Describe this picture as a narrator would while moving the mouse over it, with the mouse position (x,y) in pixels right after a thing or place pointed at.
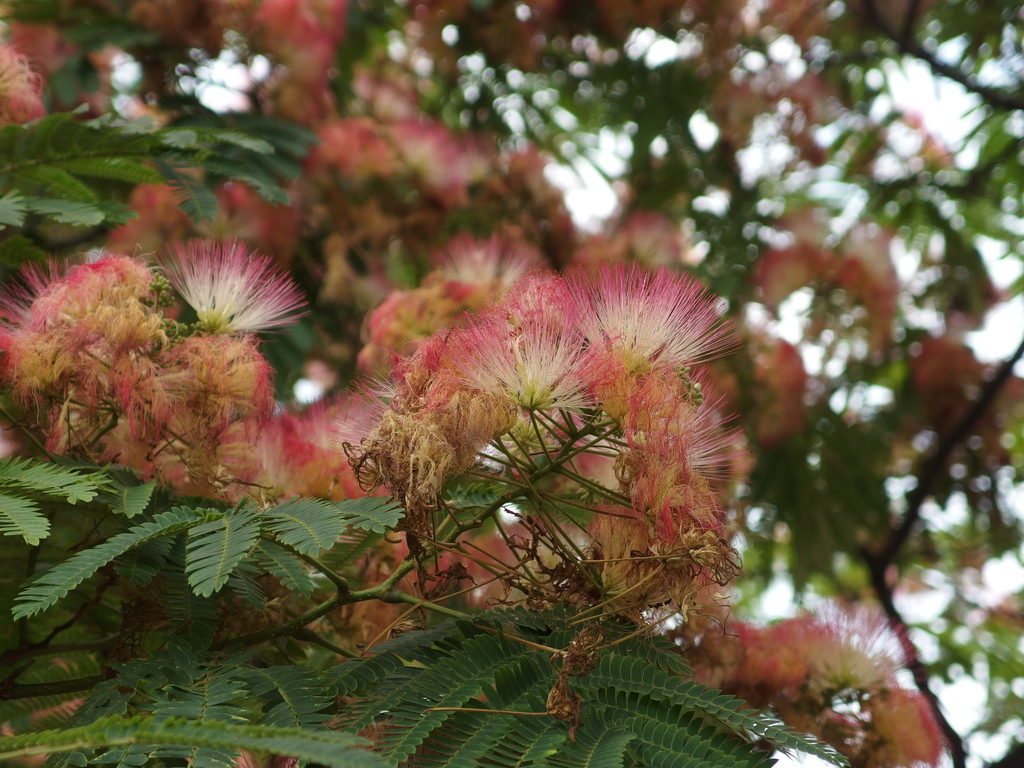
In this image we can see flowers (227,373), leaves (479,641) and stems (482,473) and there is a sky (587,215) in the background (575,220).
